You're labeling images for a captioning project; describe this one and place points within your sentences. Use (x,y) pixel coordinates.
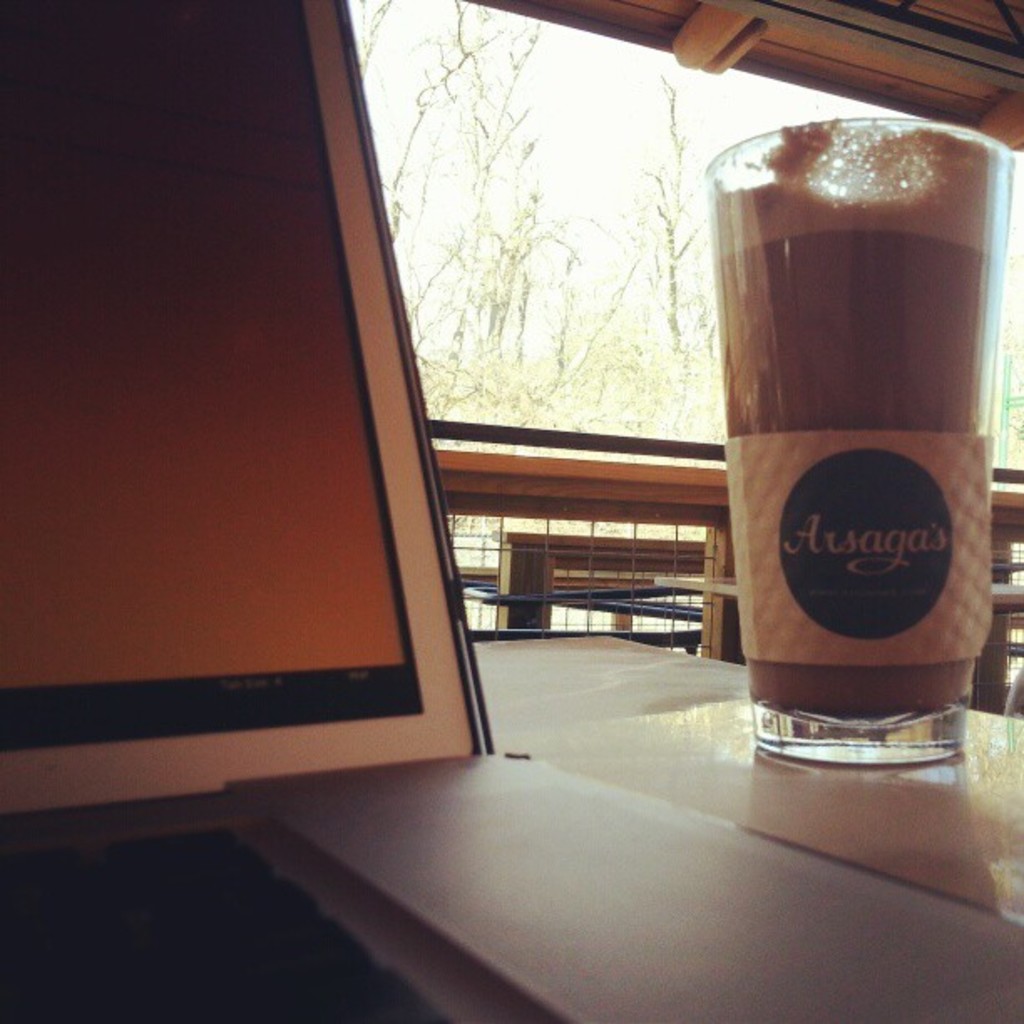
In this image we can see a coffee glass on the table (535,652), there are some wooden objects (659,509), grills (557,542) and a board (275,629), in the background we can see the sky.
